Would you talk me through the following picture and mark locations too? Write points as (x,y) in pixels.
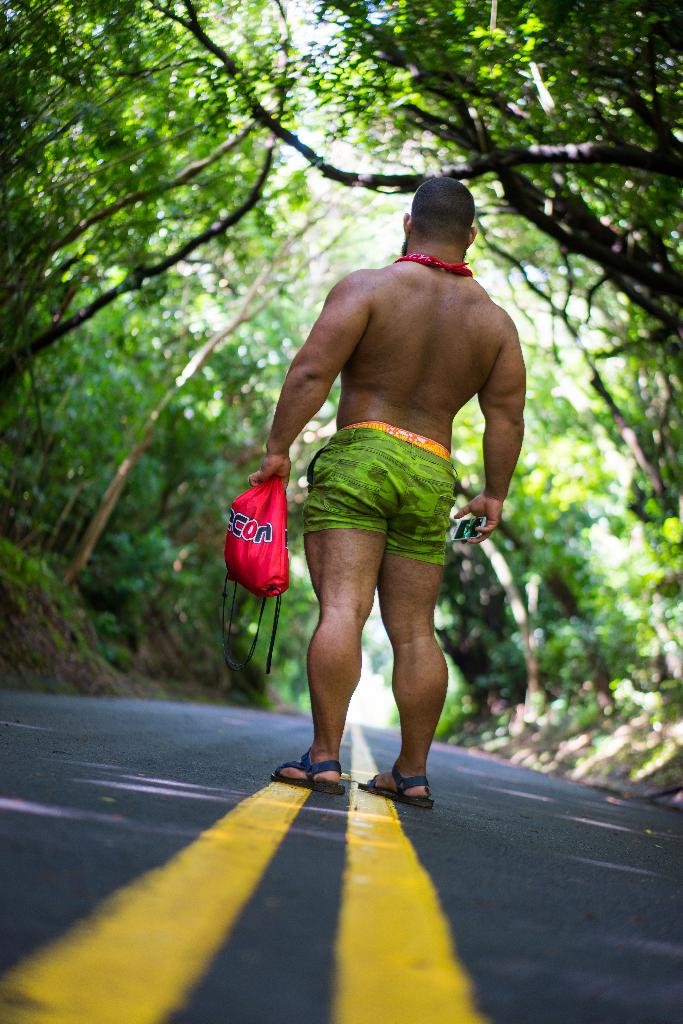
In this image we can see a man (422,577) standing on the ground (389,739) holding polythene cover (274,559) in one hand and mobile phone (474,532) in the other hand (482,503). In the background (510,489) we can see trees (163,305) and sand (22,598).
